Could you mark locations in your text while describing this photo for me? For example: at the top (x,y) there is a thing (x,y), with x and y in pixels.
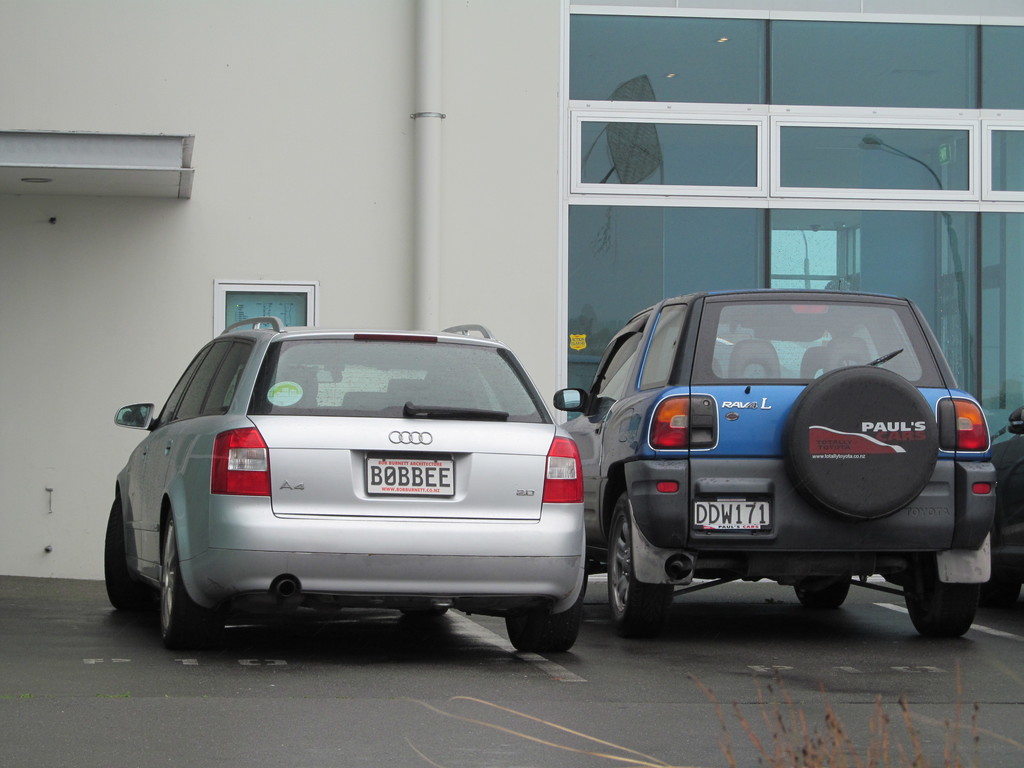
In this image there are two vehicles (464,473) visible in front of the wall (267,244), on the wall (390,258) there is the pipe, may be a glass fence (726,213).
